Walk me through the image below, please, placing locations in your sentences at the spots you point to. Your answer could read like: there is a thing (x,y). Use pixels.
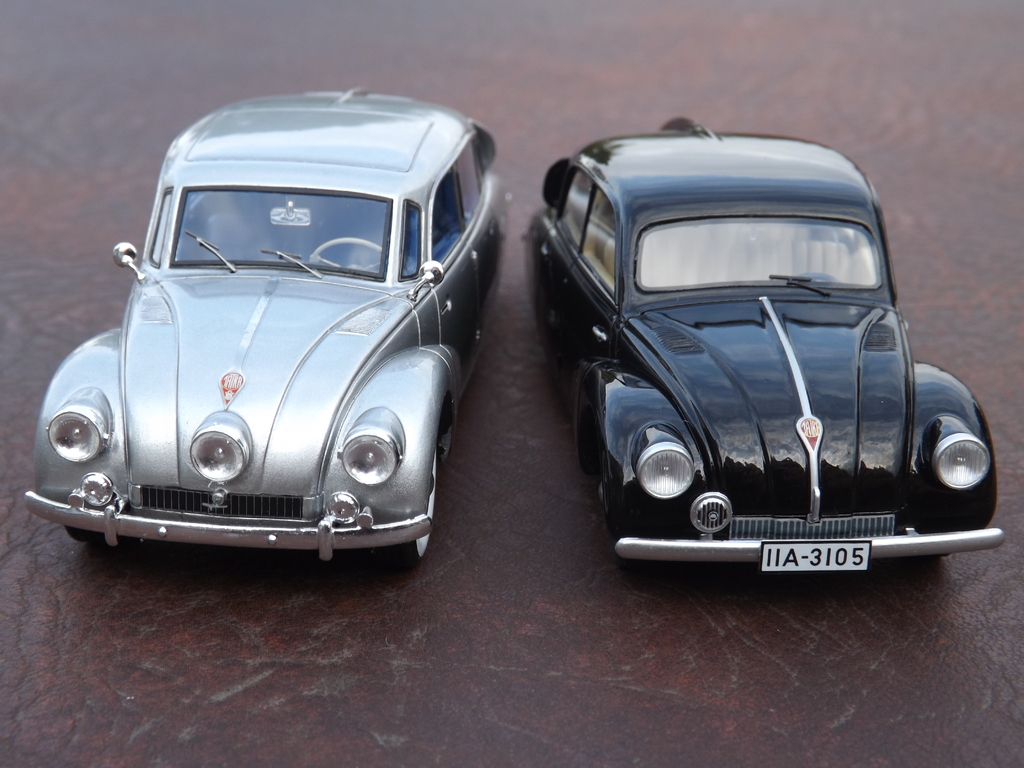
In this image there are two cars (386,335), there is a registration plate (825,562) on which text (823,553) is written.
